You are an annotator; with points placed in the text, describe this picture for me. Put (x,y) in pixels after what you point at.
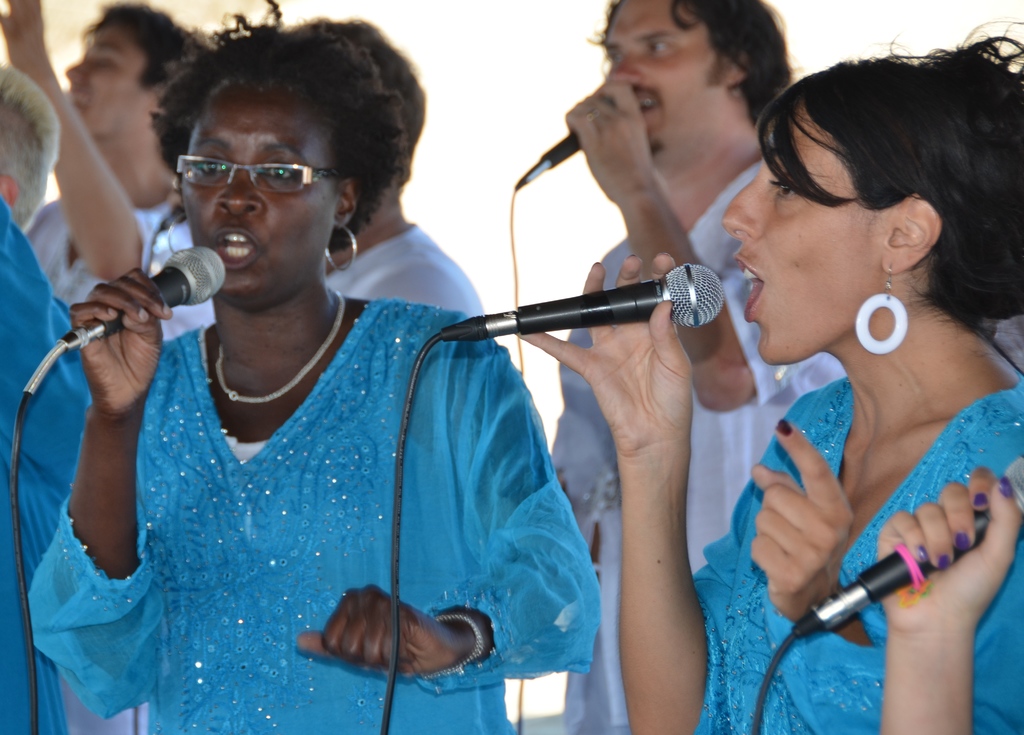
This is the picture where we have two ladies (449,466) in blue dress (339,402) holding mikes (595,295) and the other guy (650,192) holding mike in white dress (607,257).
